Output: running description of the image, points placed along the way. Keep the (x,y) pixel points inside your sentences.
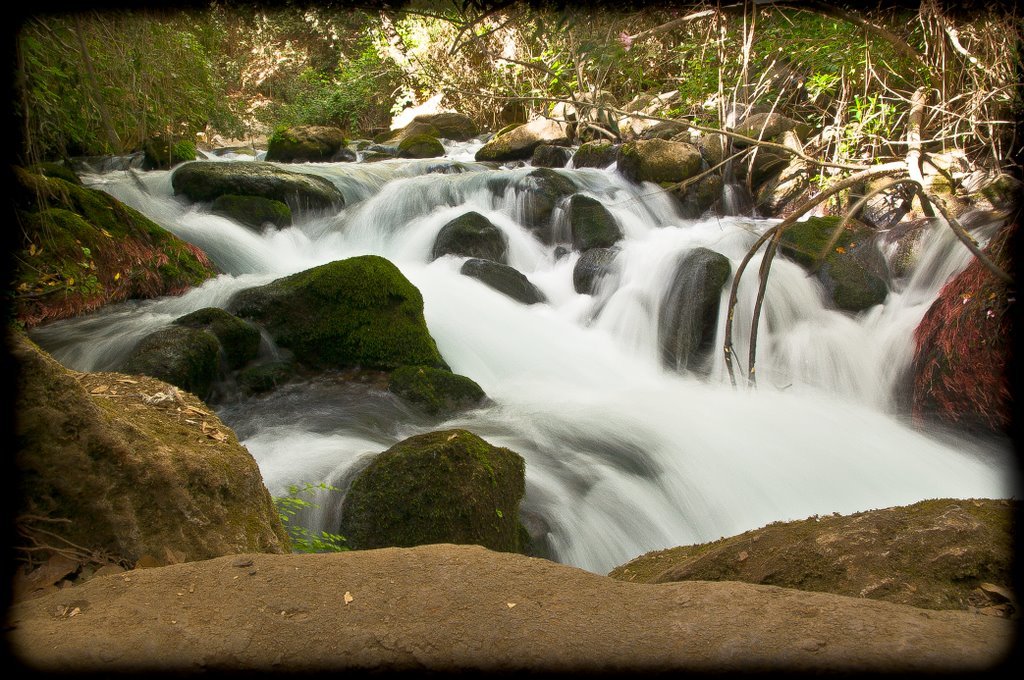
In the picture we can see a forest area (63,95) with waterfalls (431,272) and in it we can see some rocks (320,313) with moss (343,280) in it and in the background (35,120), we can see plants (905,99) with dried twigs (937,106) and water (407,408) is white in color.
